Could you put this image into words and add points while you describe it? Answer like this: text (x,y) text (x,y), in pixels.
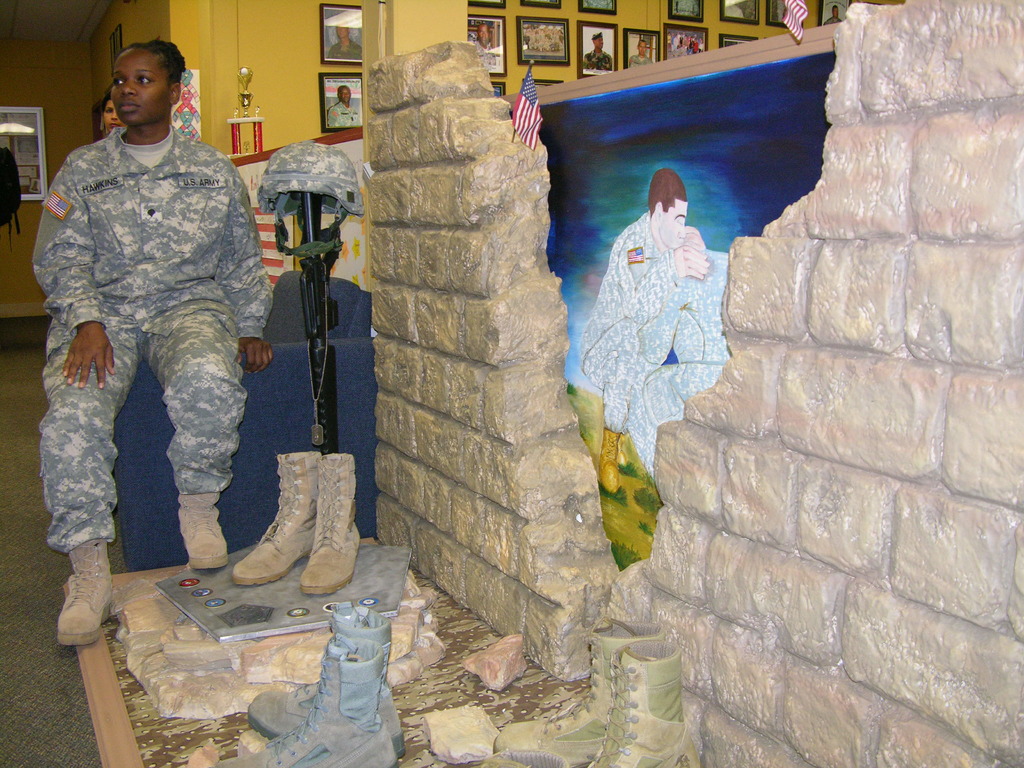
In this image we can see a woman (153,280) sitting. Image also consists of boots (366,657), flags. In the background (345,33) we can see photo frames (577,36) attached to the plain wall (272,24). There is also painting (664,223).
